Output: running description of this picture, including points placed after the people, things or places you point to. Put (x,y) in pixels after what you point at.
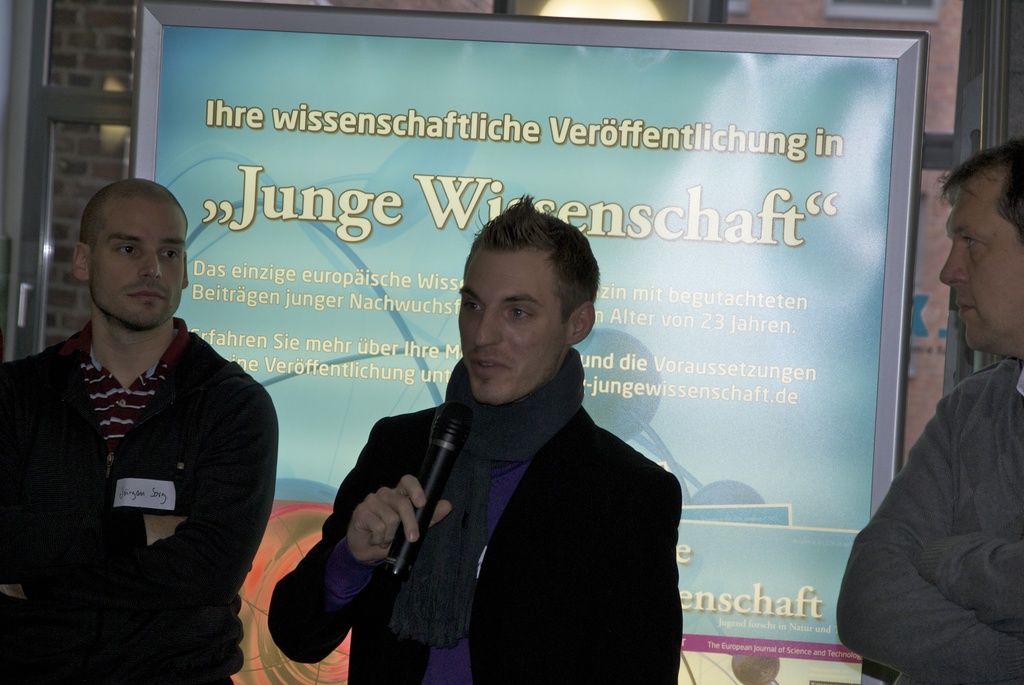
In this image there is a person (529,352) holding a mic (442,439), on the either side of this person (478,380) there are two other persons (985,439) holding their hands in standing position, in the background of the image (879,445) there is a display board (444,164).
